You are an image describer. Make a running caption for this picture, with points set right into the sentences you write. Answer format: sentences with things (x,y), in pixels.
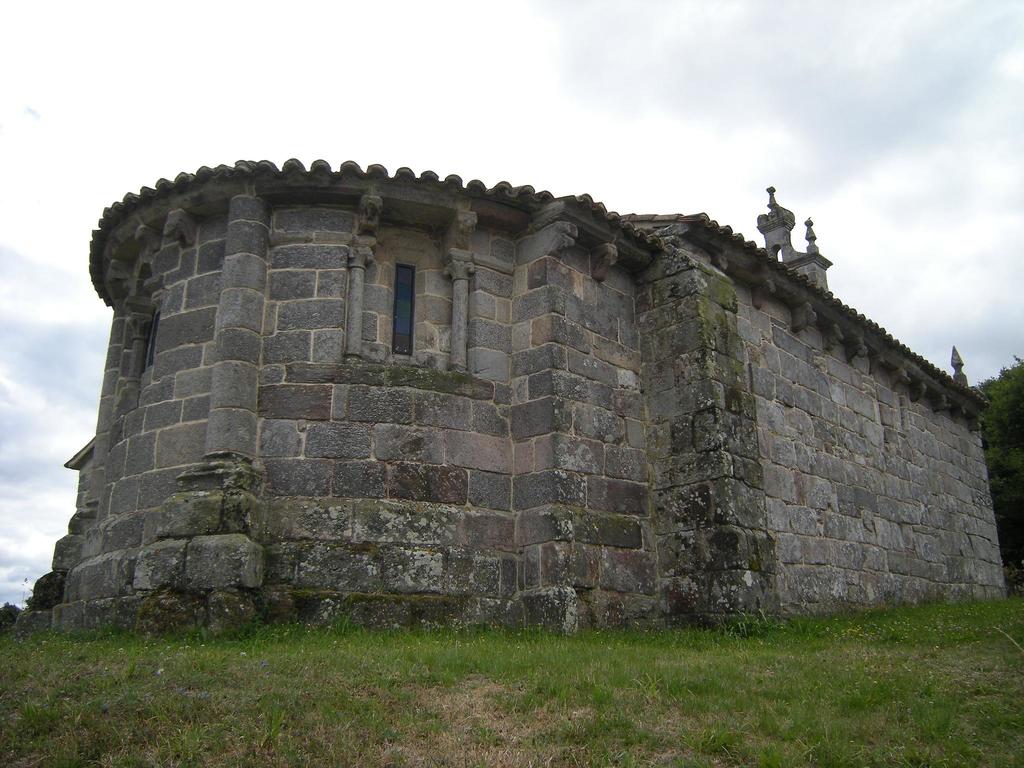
In this picture we can see a building (203,625) with windows (150,353), grass (851,724), trees (1010,511) and in the background (202,78) we can see the sky (336,139) with clouds (71,244).
